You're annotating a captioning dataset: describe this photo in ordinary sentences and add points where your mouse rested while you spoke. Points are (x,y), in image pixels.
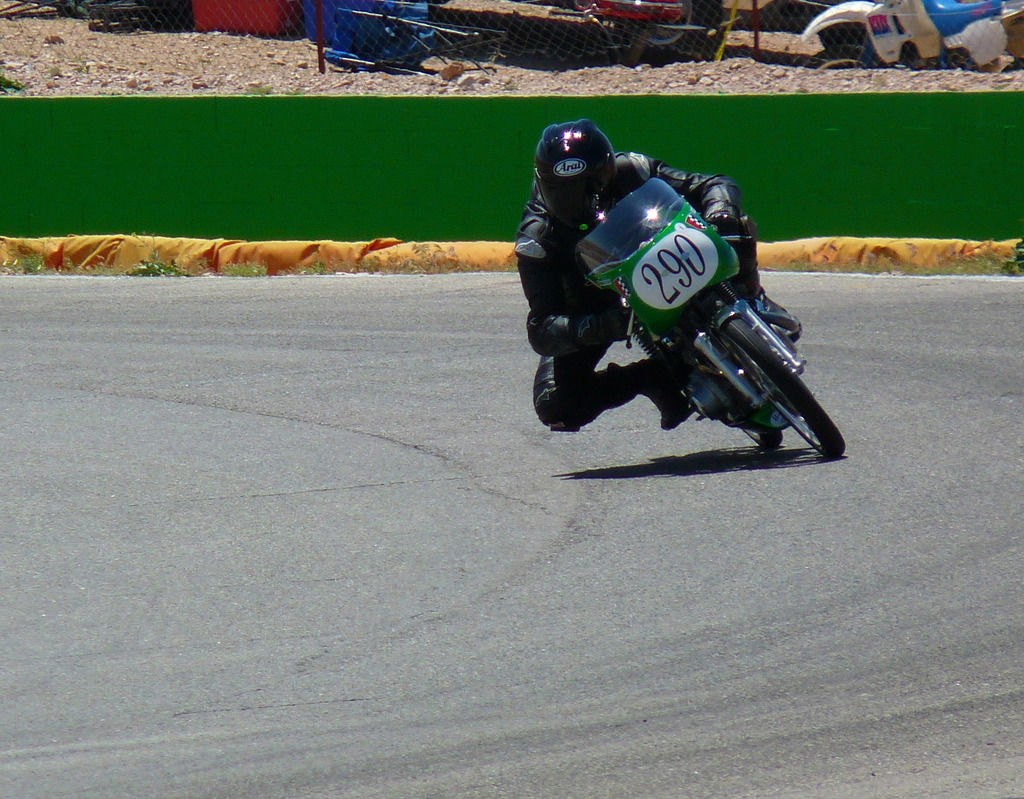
In this image there is a person (616,304) riding a vehicle (686,326) and there are some numbers (659,258) written on the vehicle (689,310). In the background (400,154) there is a wall (403,140) which is green in colour and there is a fence (564,42), behind the fence (562,31) there are objects (455,29) which are red, blue and white in colour and in front of the wall (308,213) there is an object (284,251) which is yellow in colour.
